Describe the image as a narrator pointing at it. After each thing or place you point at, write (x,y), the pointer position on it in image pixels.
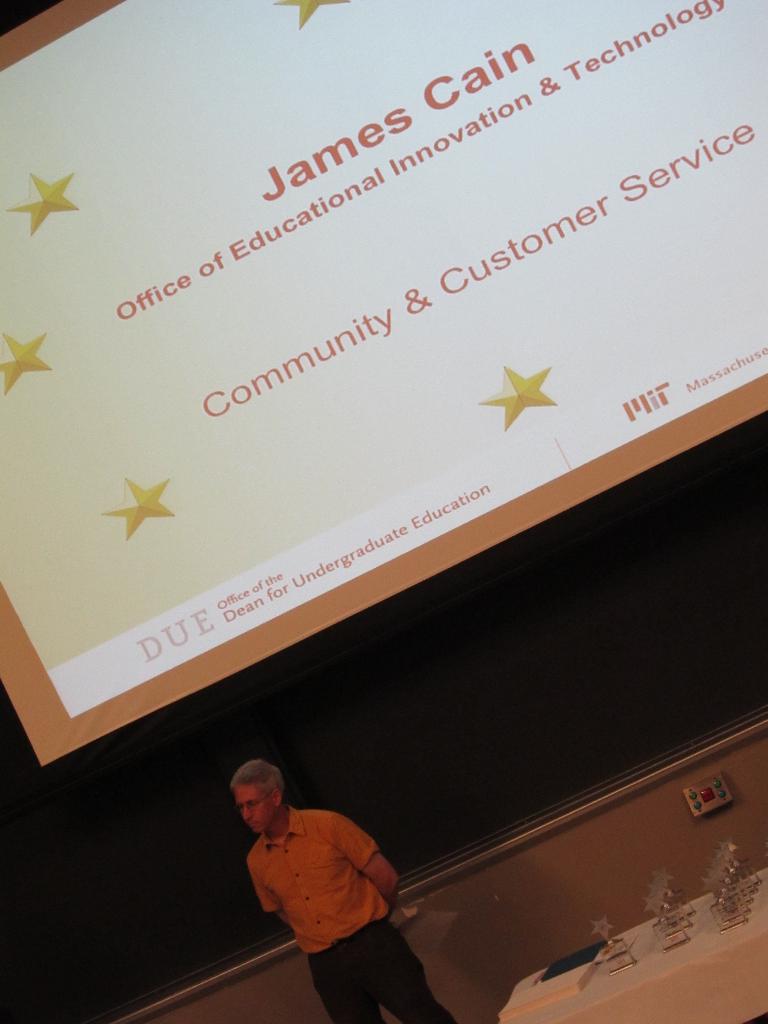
In this image we can see a person (296,895) standing on the floor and a table (706,937) is placed beside him. On the table (745,959) there are mementos (600,959) and a file (567,966). In the background (463,464) we can see the display screen (336,271).
